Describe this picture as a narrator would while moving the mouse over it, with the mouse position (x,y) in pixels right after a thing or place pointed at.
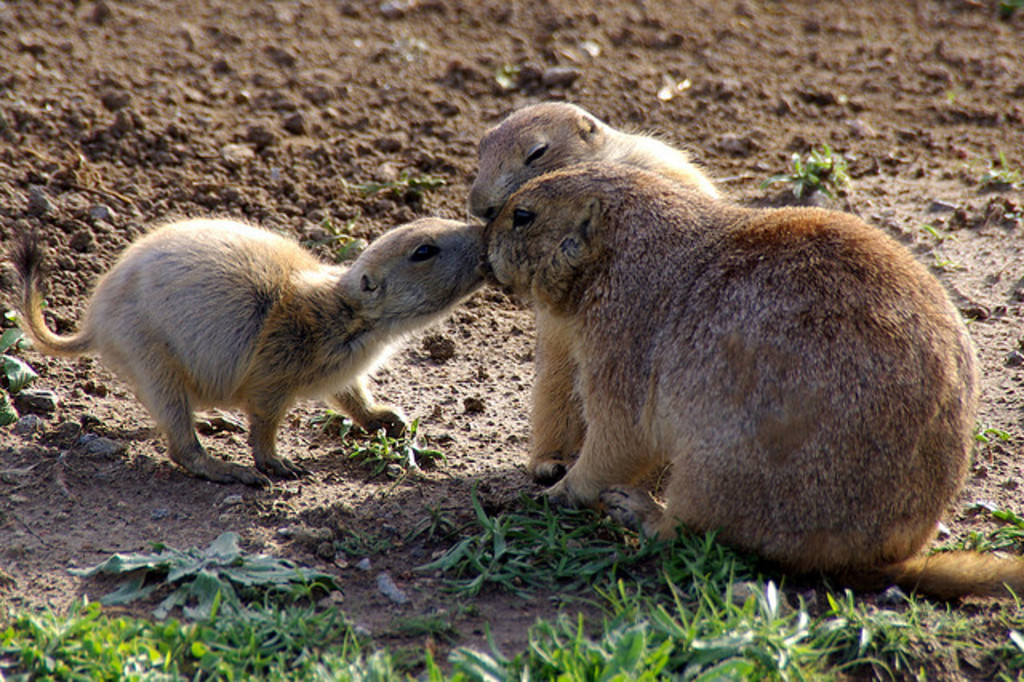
In this image in center (419,306) there are animals (374,361). In the front (462,639) there's grass (641,638) on the ground (465,632).
